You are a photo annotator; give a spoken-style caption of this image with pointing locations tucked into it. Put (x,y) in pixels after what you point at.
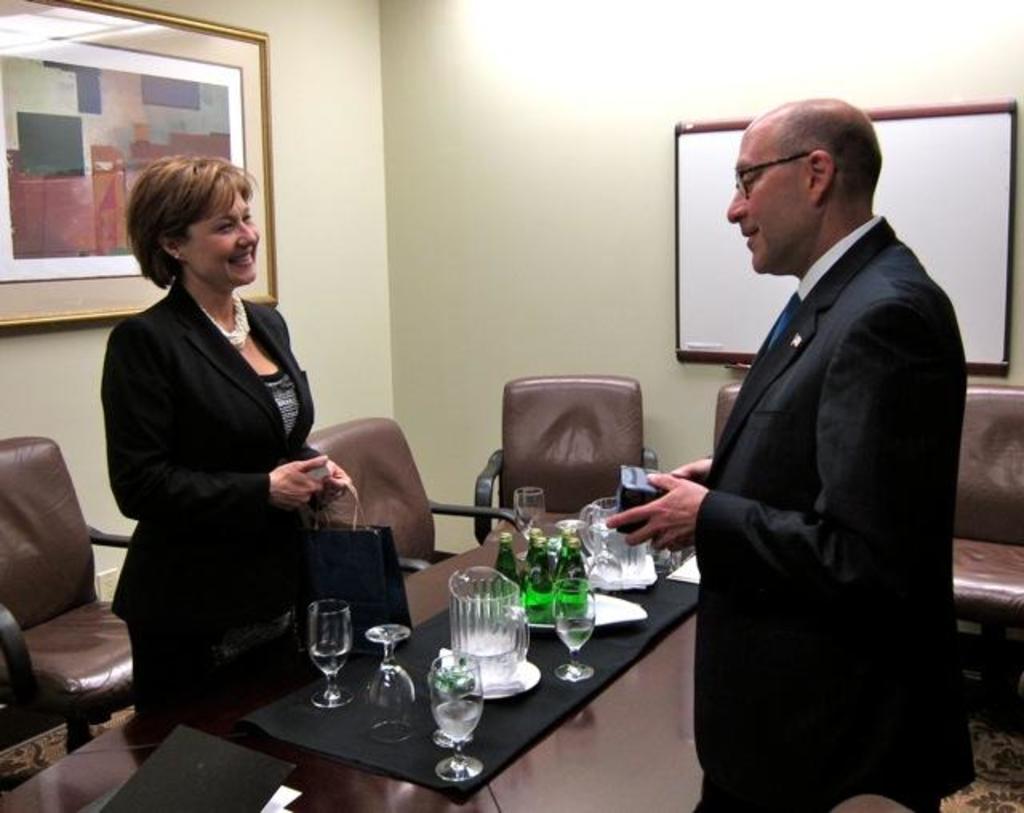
On the left side of the image (169,363) we can see a lady (169,486) is standing and a poster (66,95) is there. In the middle of the image (397,511) we can see a table (667,674), glasses (455,721) and chair (601,431). On the right side of the image (842,456) we can see a person (870,600) is standing and holding something in his hands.
